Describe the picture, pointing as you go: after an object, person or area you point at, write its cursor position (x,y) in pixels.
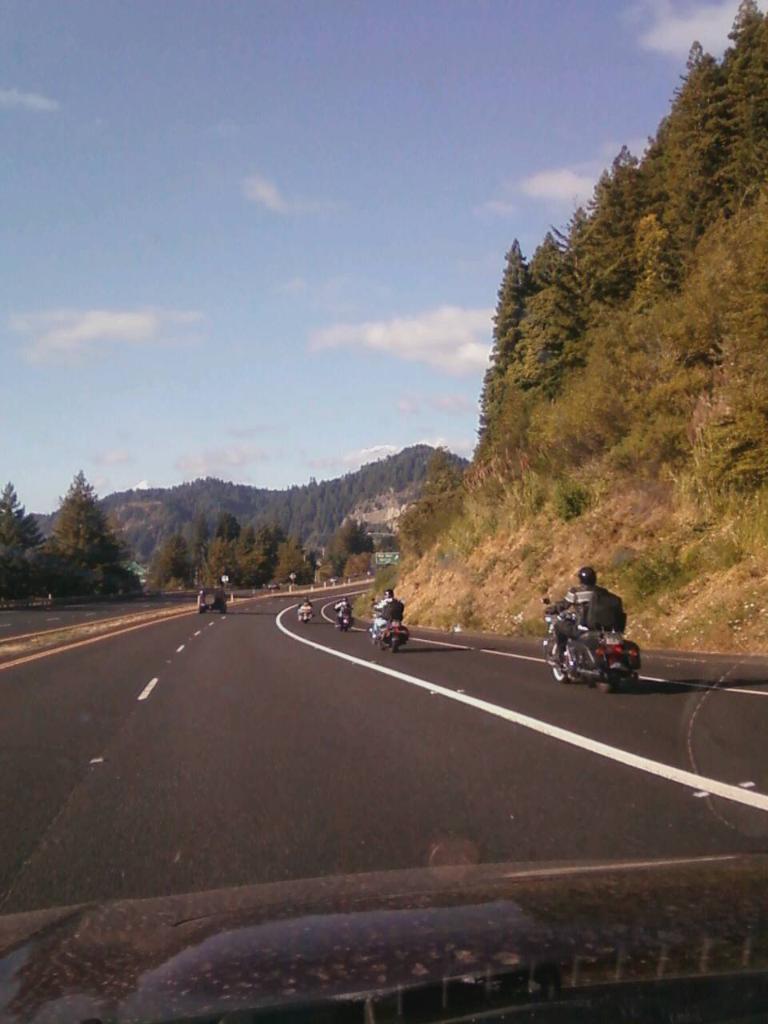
Persons (343,598) are riding motorbikes (604,671) on road (378,672). Far there are trees (246,536) and mountain (279,495).
